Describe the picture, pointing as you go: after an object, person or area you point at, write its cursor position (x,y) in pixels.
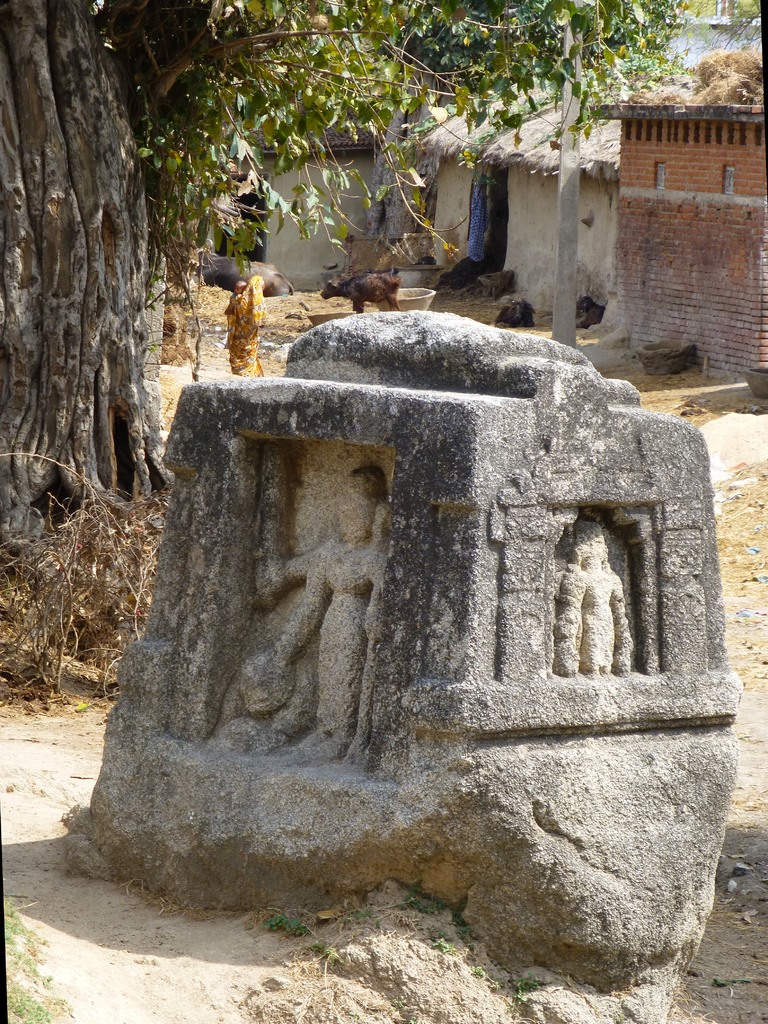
In this image we can a rock (636,903) to which there are some sculptures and behind there are some houses (279,245), trees (339,41) and some other things (725,85).
